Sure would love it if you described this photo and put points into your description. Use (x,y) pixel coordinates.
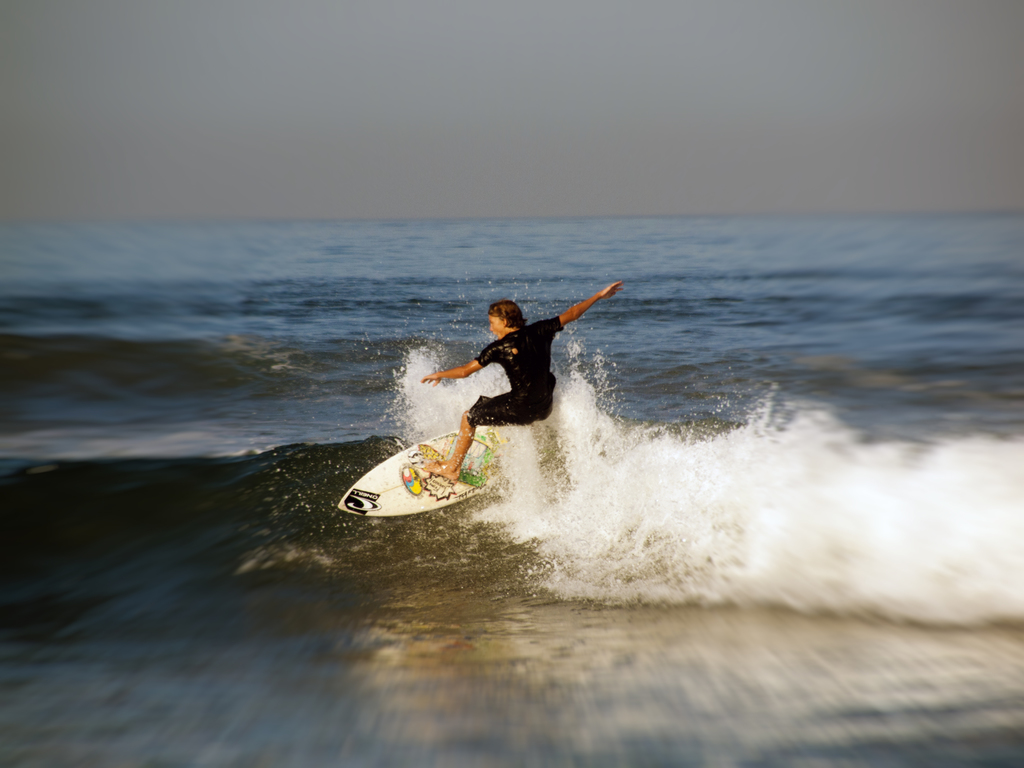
In this image, we can see a person (506,369) surfing with a surfboard (416,503) on the water (376,520). There is the sky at the top of the image (592,179).
